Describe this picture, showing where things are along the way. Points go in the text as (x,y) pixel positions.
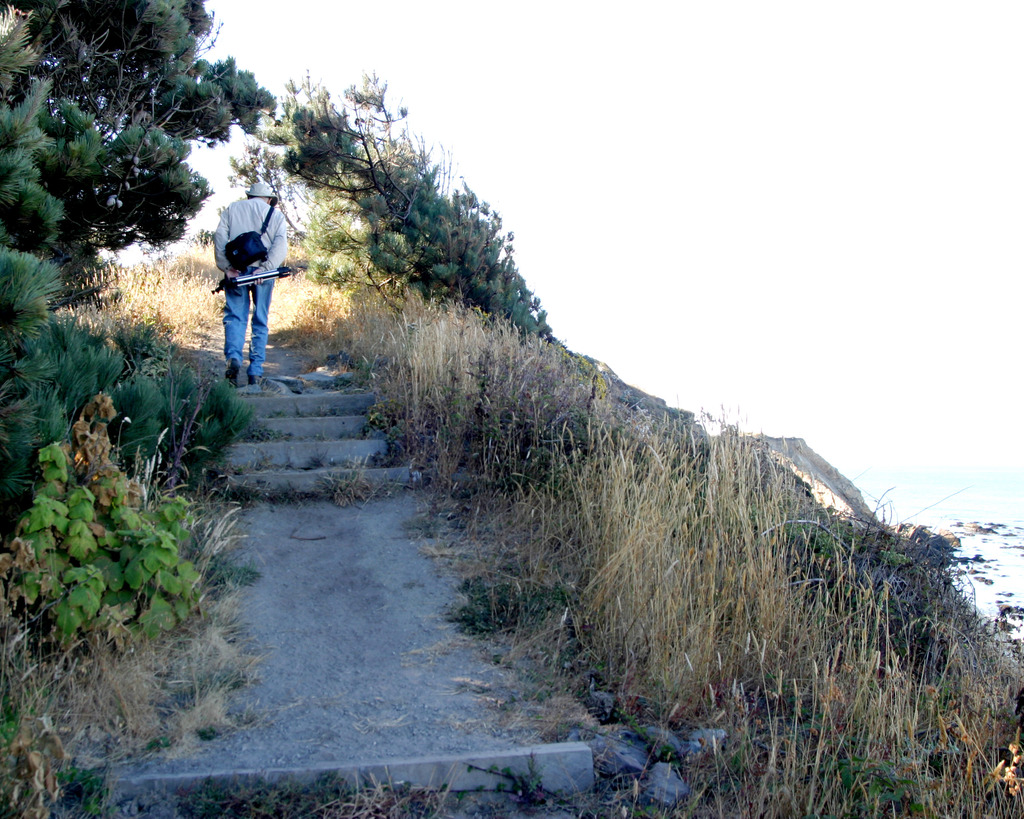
In the middle (356,283) a man (236,348) is walking and these are the trees (324,273).
